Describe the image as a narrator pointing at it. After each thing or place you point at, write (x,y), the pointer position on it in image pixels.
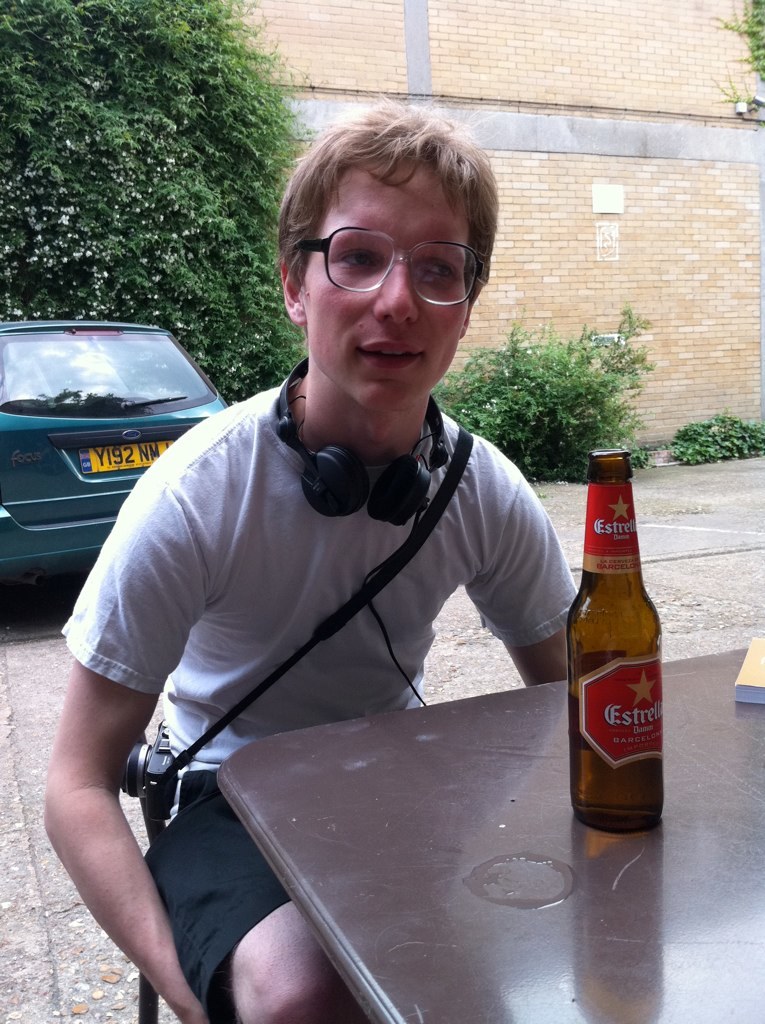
In the image we can see there is a person (327,605) who is sitting on chair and on table (603,893) there is a beer bottle (635,740) and the back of the man (206,974) there is a car (95,461).
